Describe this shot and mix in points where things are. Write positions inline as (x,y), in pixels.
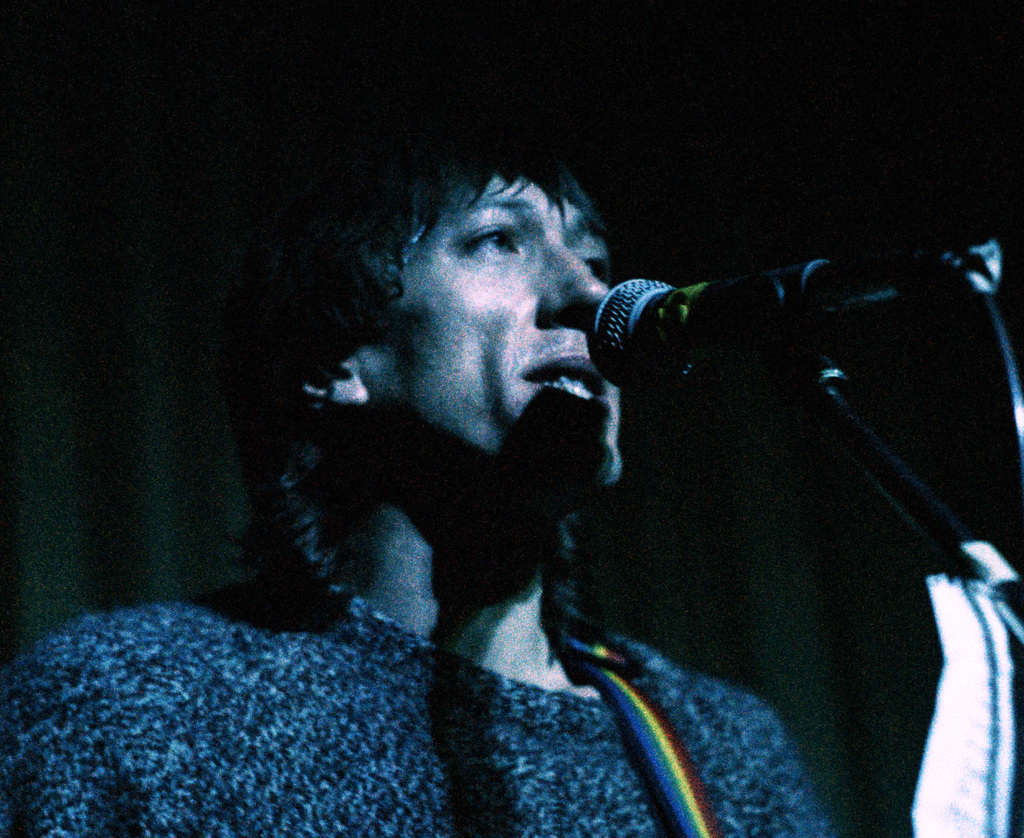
This image consists of a person (423,472) singing. On the right (716,328), we can see a mic (696,310) along with the stand (983,558). The background (105,374) is too dark.
